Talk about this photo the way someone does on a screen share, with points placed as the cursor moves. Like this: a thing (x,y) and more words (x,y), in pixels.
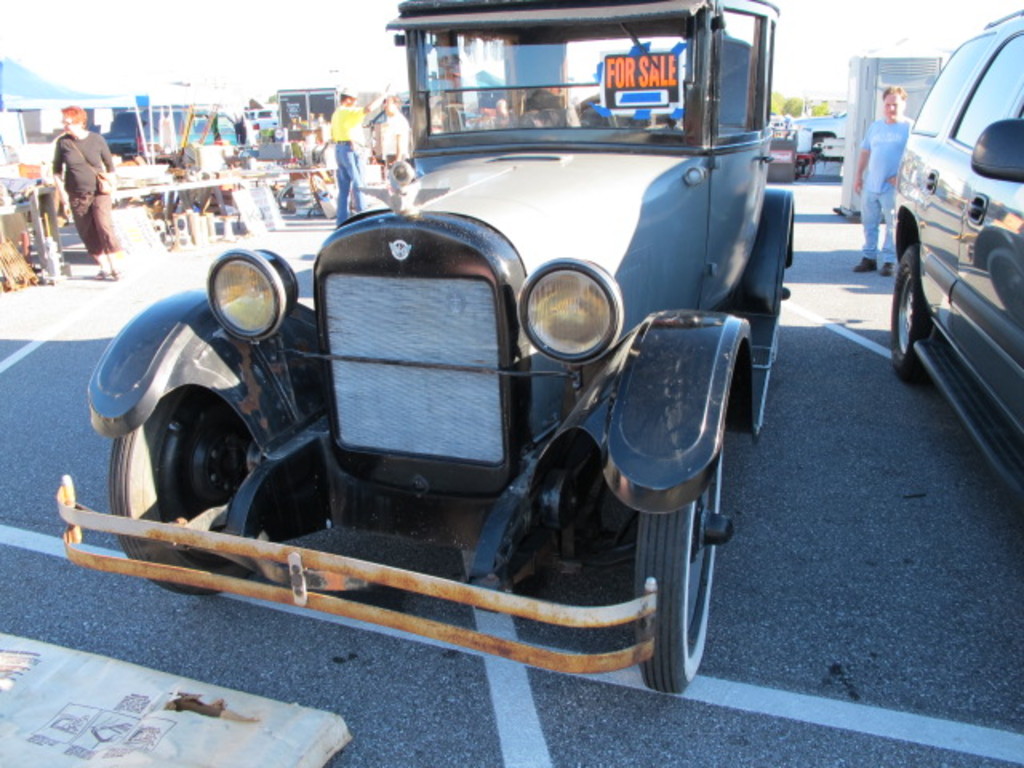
In this picture I can see there are some cars (403,428) parked here and in the backdrop (264,156) there are few other people (77,189) standing and there are some objects (192,171) placed on the tables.
